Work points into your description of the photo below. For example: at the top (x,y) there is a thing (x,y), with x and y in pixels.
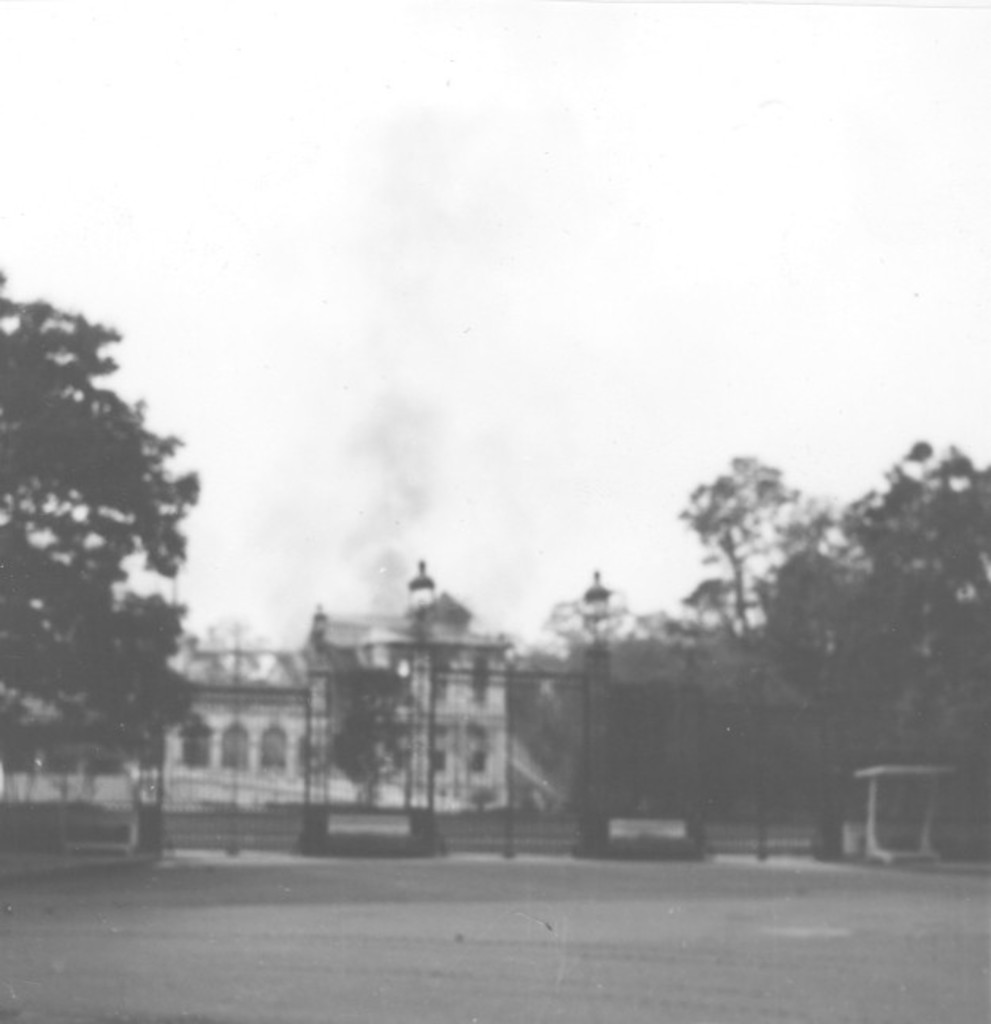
This is a black and white image, where we can see black gate (265,833), building (363,624), trees (39,582), smoke (425,475) and the sky (521,230).
